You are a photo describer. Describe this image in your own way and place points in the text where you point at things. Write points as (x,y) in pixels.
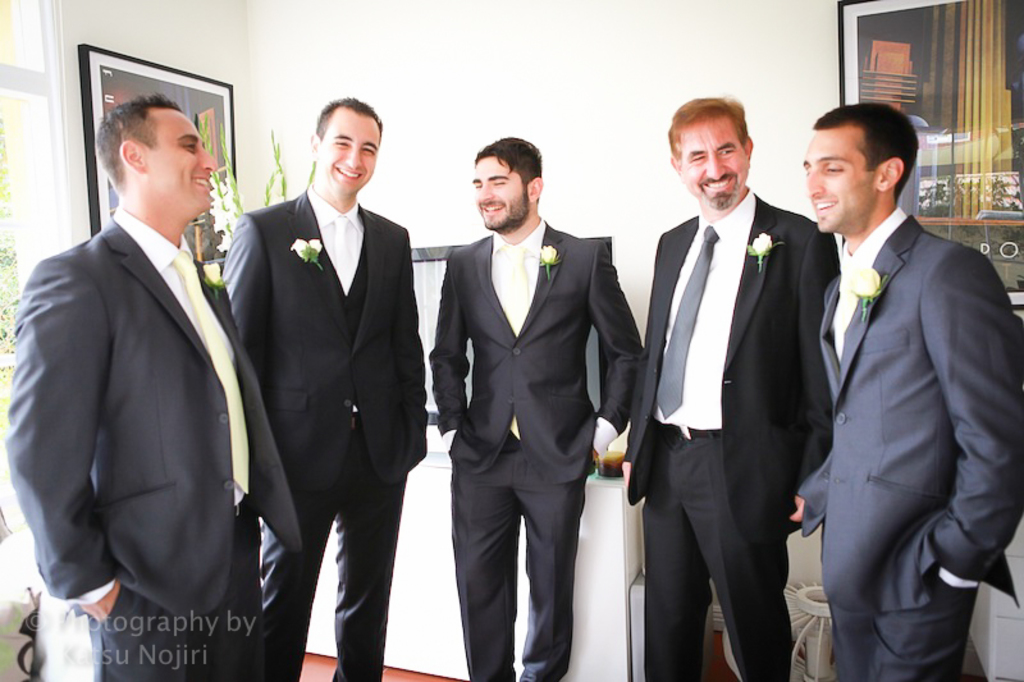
In this image there are a few people (513,223) standing with a smile on their face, behind them there is a flower pot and a table (617,490) with some object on it, beside the table (580,581) there is another object (812,642) on the floor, there are a few frames (912,117) hanging on the wall (388,103) and on the left side of the image (36,242) there is a glass window (7,401) through which we can see there are trees (8,271).
